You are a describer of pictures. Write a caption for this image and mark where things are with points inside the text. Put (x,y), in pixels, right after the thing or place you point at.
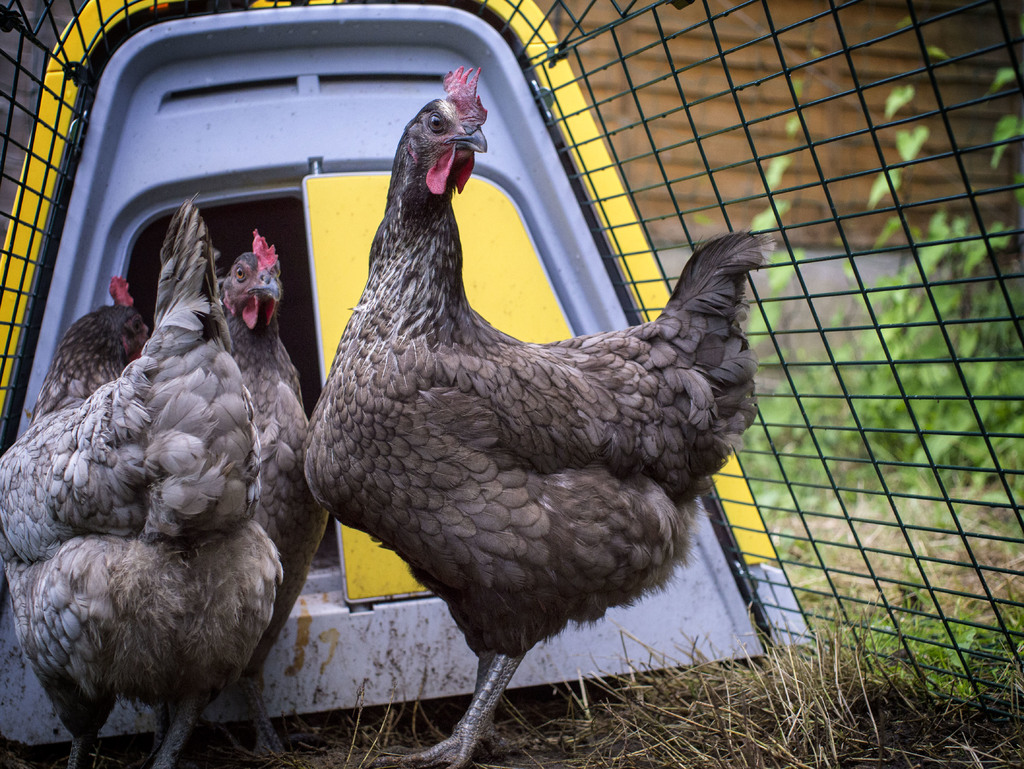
In this image there are hens (431,754) inside the cage (34,681). At the bottom of the image (748,718) there is grass (728,730) on the surface (710,719). On the right side of the image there are plants (866,529).
